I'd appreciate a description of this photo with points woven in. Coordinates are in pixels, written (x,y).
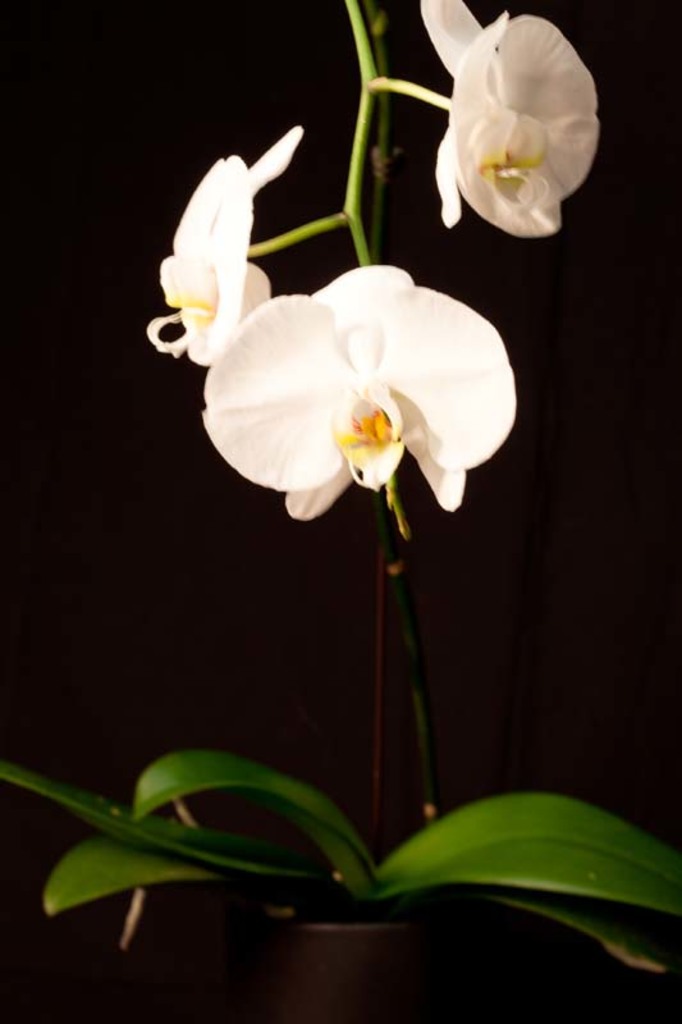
In this picture I can see a plant (469,46) with white flowers (327,504), and there is dark background (43,657).
